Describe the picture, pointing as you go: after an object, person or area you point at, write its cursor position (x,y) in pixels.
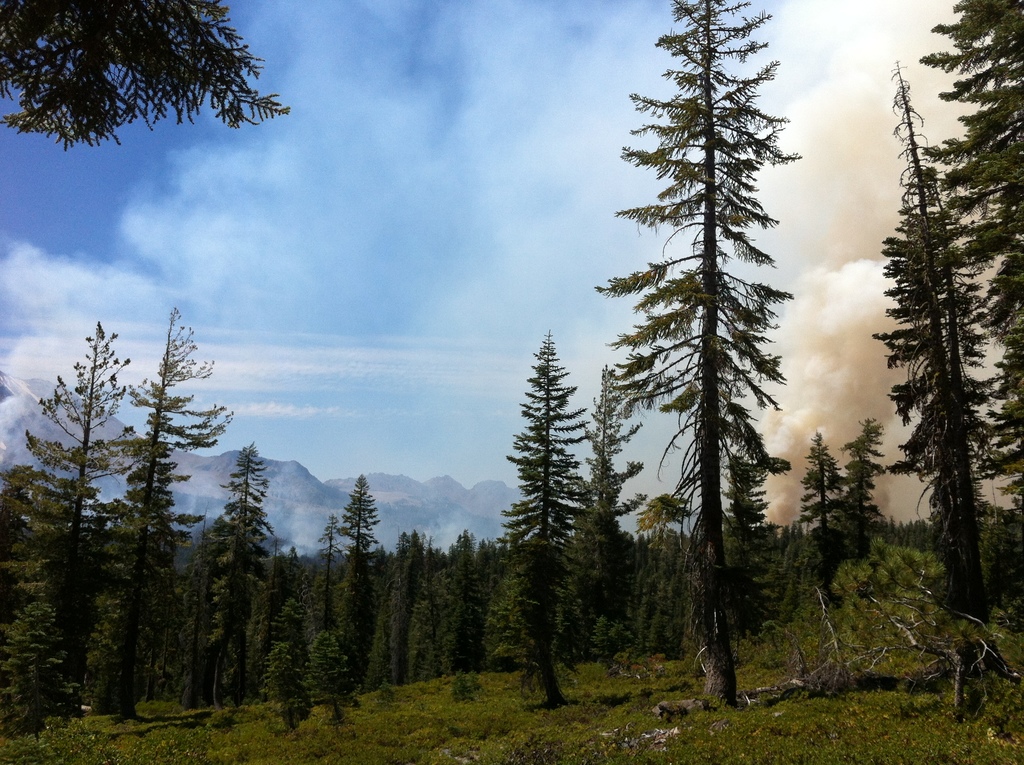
In this image we can see a group of trees (322,584). In the background (493,472), we can see group of mountains (306,498), sky (497,350) and white smoke (824,434).
